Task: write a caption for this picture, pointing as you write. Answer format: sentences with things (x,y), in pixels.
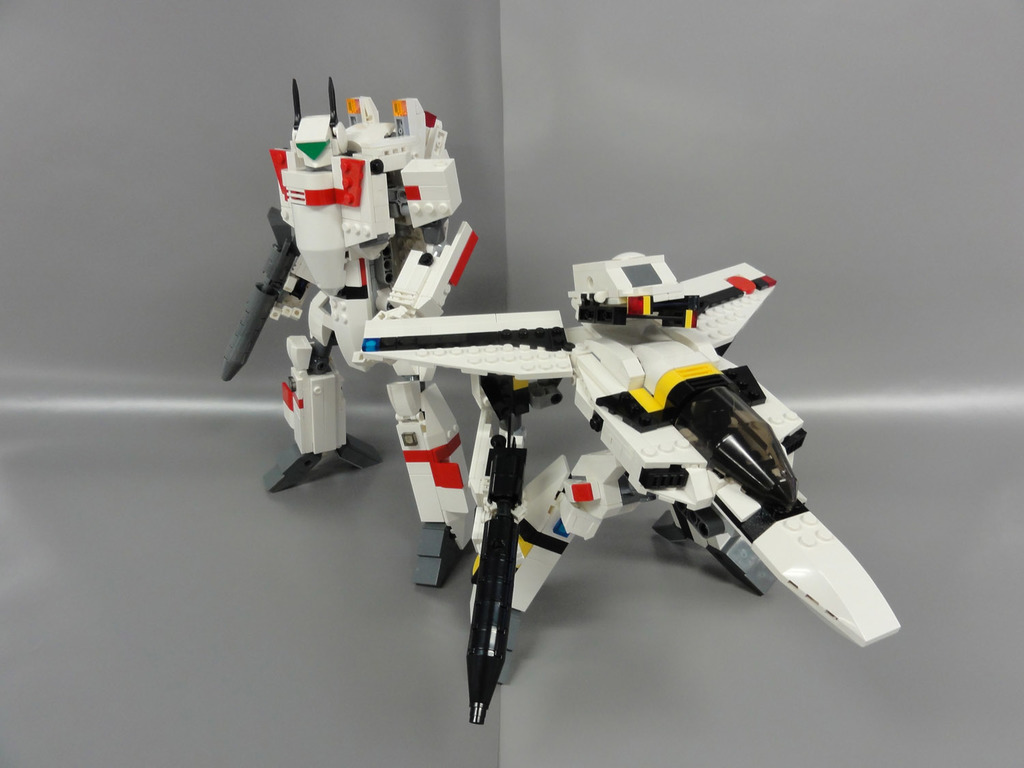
In this image I can see few toys (362,252) in multicolor. Background (796,6) is in grey color.
